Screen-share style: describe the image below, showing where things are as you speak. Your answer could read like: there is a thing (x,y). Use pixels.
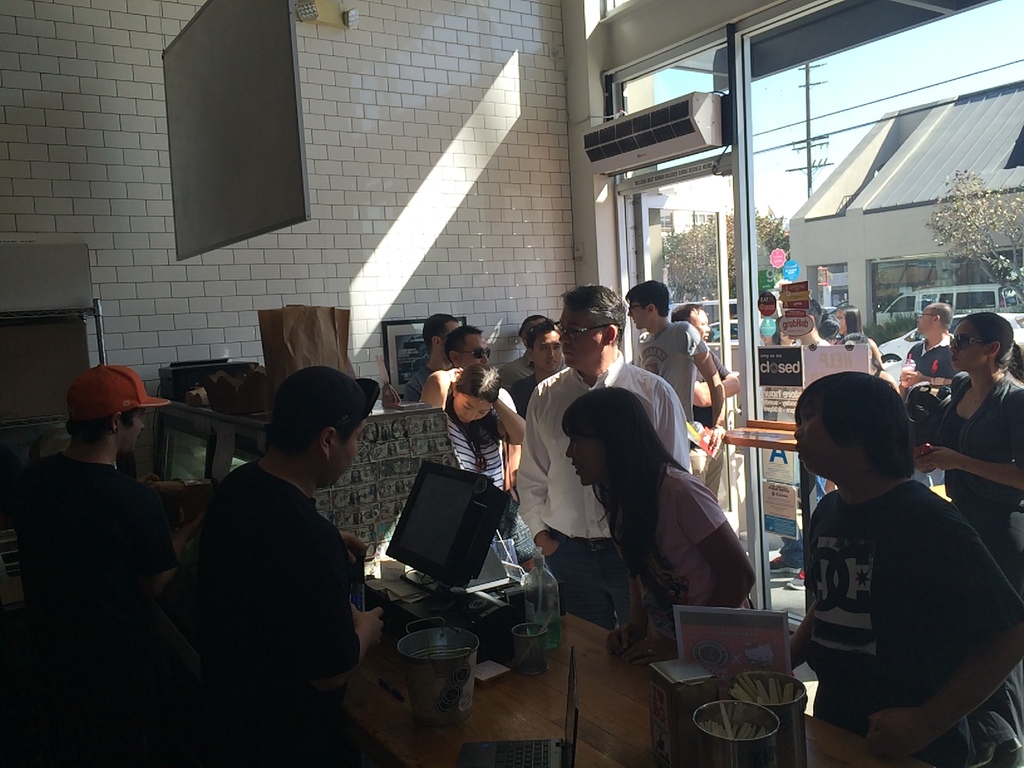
In this image there are people (709,520) standing and there are two people (565,510) in front of a monitor (416,503). Image also consists of a laptop (526,744), bucket (473,648), container (701,689), name board (722,613) and also bottle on the counter (574,629). In the background (444,197) we can see a plain wall (447,156), frame (407,333) attached to the wall (401,231) and also glass door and behind the glass door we can see few people (936,359) standing. Trees (703,286) and electrical poles (813,138) with wires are also visible in this image.
